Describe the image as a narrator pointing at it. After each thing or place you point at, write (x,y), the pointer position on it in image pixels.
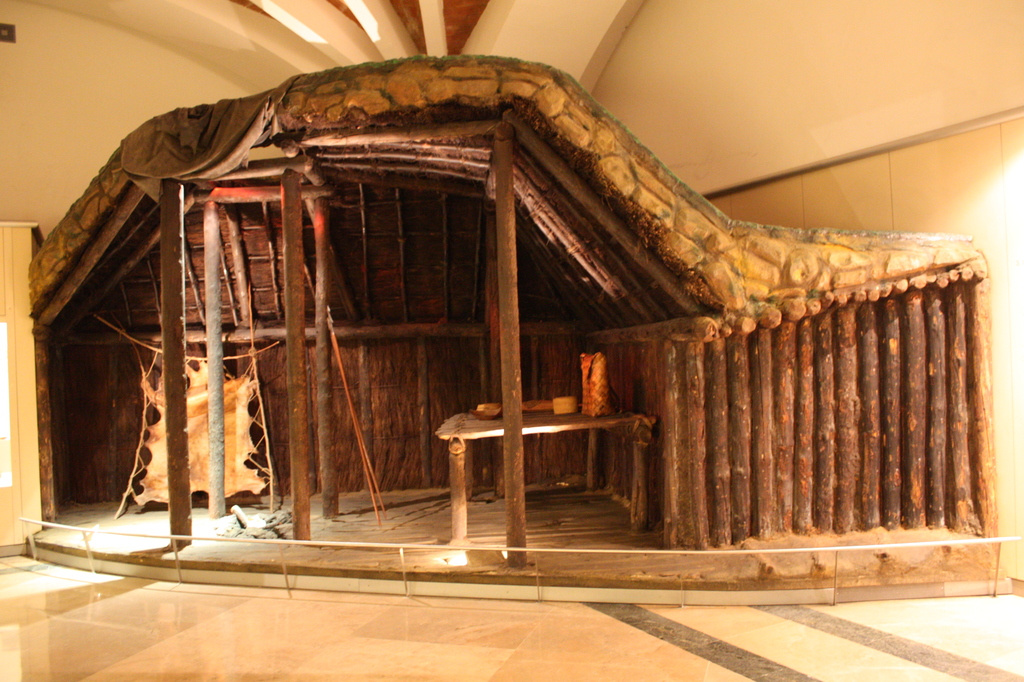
This picture describes about inside view of a room (818,203), in this room (576,152) we can find a wooden construction (470,378) and metal rods (359,545).
